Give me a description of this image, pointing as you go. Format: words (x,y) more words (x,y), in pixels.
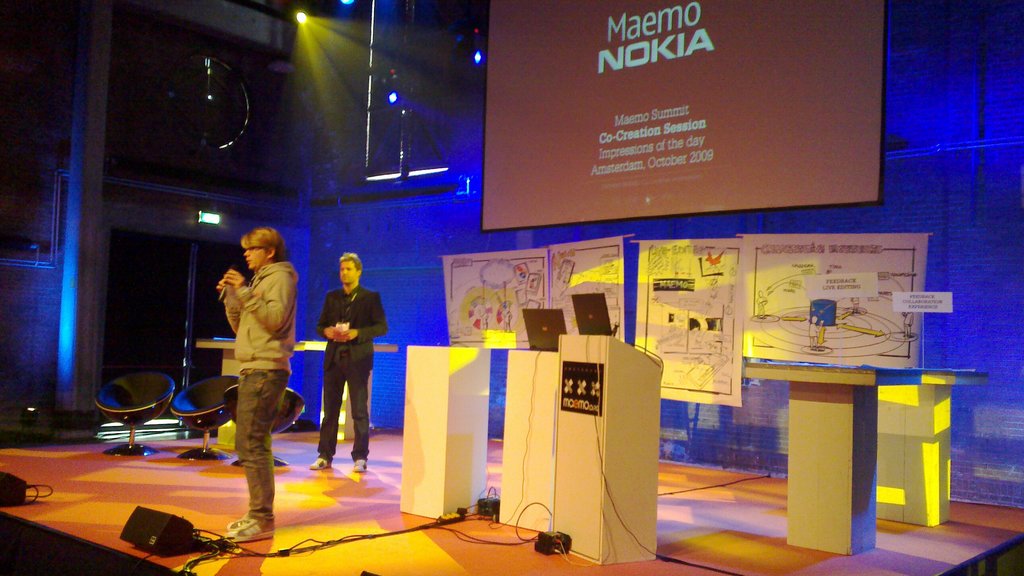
In this image I can see two people (263,396). One person (244,362) is holding the mic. To the left (188,409) I can see the chairs (194,412). To the right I can see the laptops (534,324) on the podiums (645,462). In the background (564,136) I can see the screen (575,146) and some posters (569,311) to the blue color surface (413,256). I can also see the lights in the top (320,37).
